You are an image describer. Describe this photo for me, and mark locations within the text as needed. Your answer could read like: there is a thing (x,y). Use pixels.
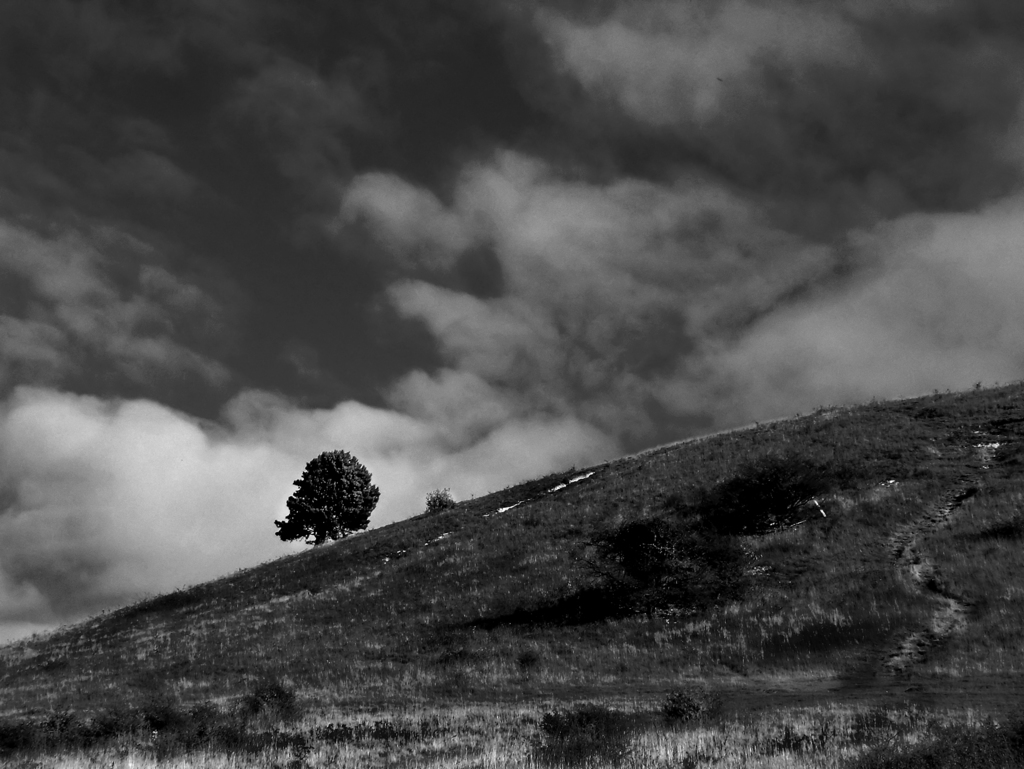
This is a black and white image, in this image there is grass (484,583) and a tree (337,507), at the top of the image (498,238) there are clouds (375,192) in the sky (401,362).
